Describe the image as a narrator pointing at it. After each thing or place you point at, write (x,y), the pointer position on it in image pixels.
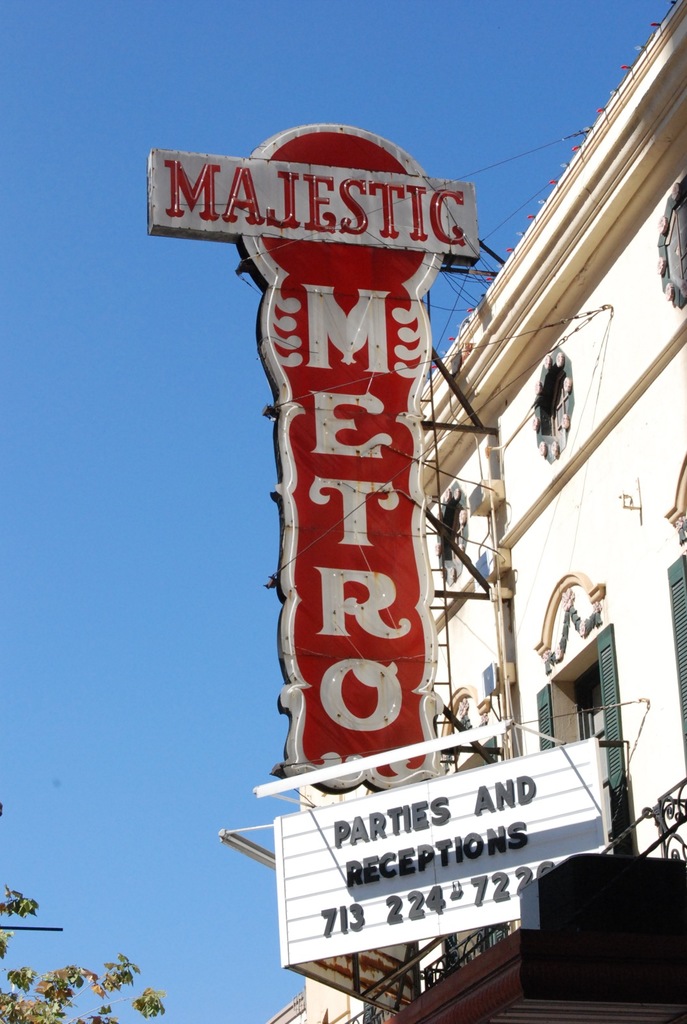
In this image there is a building (656,162), in that building (550,291) there is a hoarding (209,225) on that hoarding (322,382) there is some text (364,673), in the bottom left (47,1019) there is a tree (19,1021), in the background (34,251) there is a blue sky (69,190).
